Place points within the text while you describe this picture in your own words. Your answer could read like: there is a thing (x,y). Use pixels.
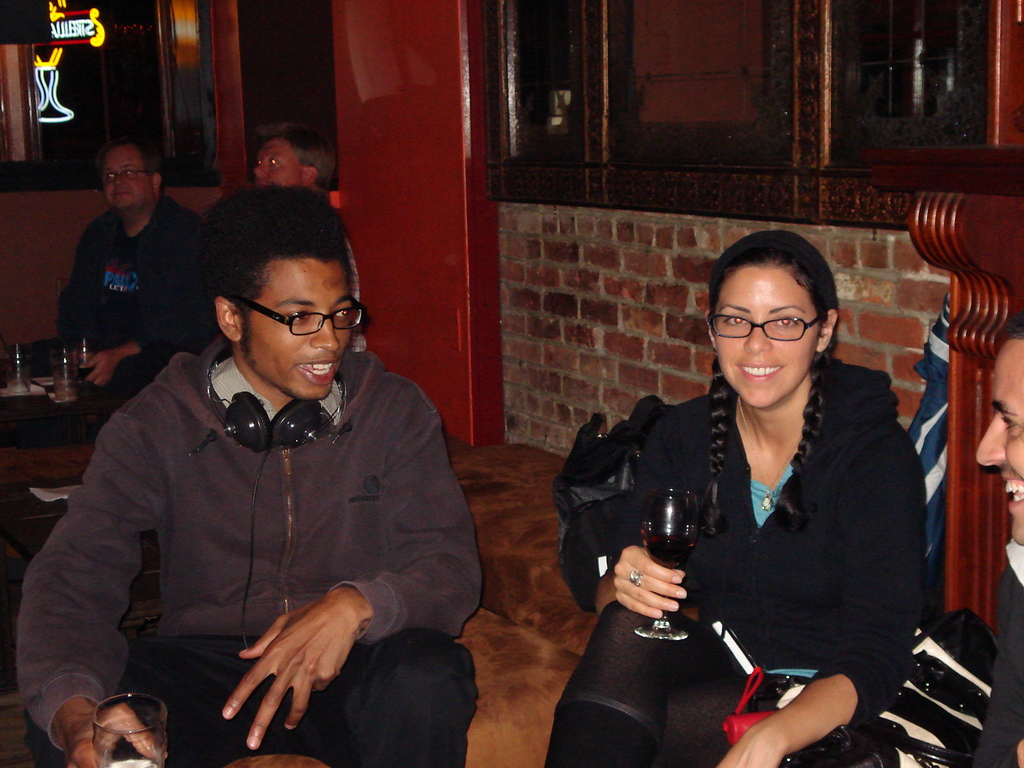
In this image we can see people (764,609) sitting and holding glasses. There are tables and chairs (506,605). In the background (574,363) there is a wall (580,359) and we can see windows (140,99). On the left (66,25) there is a board (51,79).
